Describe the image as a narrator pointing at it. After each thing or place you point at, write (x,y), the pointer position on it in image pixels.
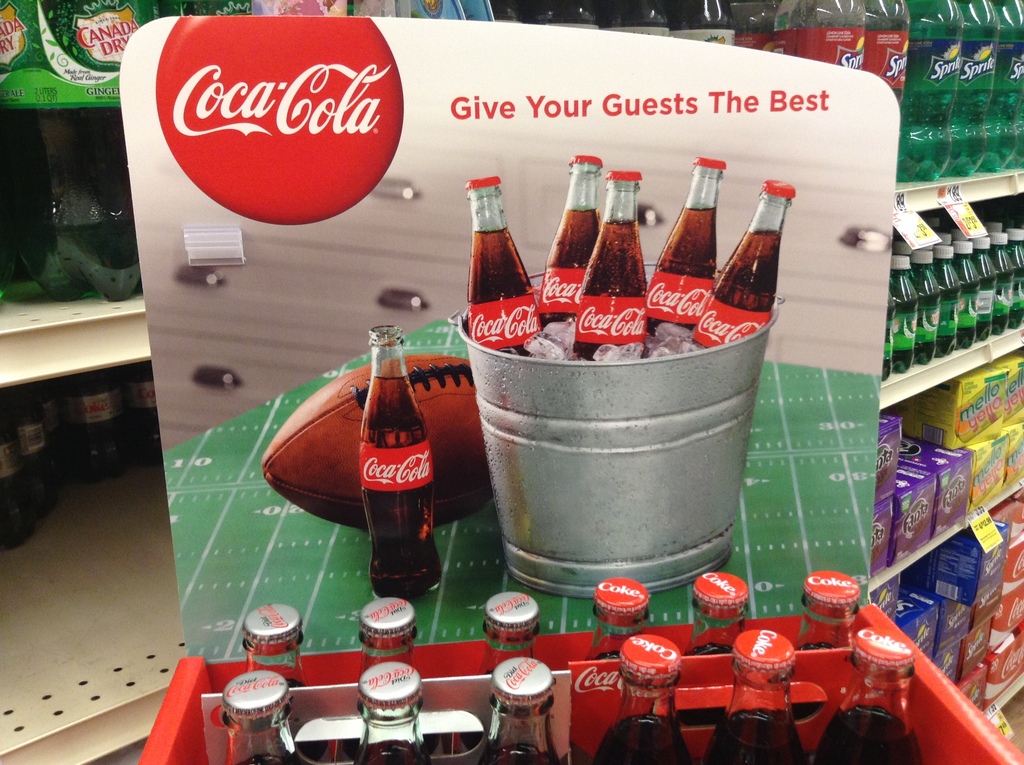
At the bottom of the image (397,658) we can see a case (201,702) containing cokes (245,726) and there is a board (476,432). In the background (103,37) there are shelves (936,372) and we can see beverages (953,246) and some goods (953,474) placed in the shelves (66,310).
